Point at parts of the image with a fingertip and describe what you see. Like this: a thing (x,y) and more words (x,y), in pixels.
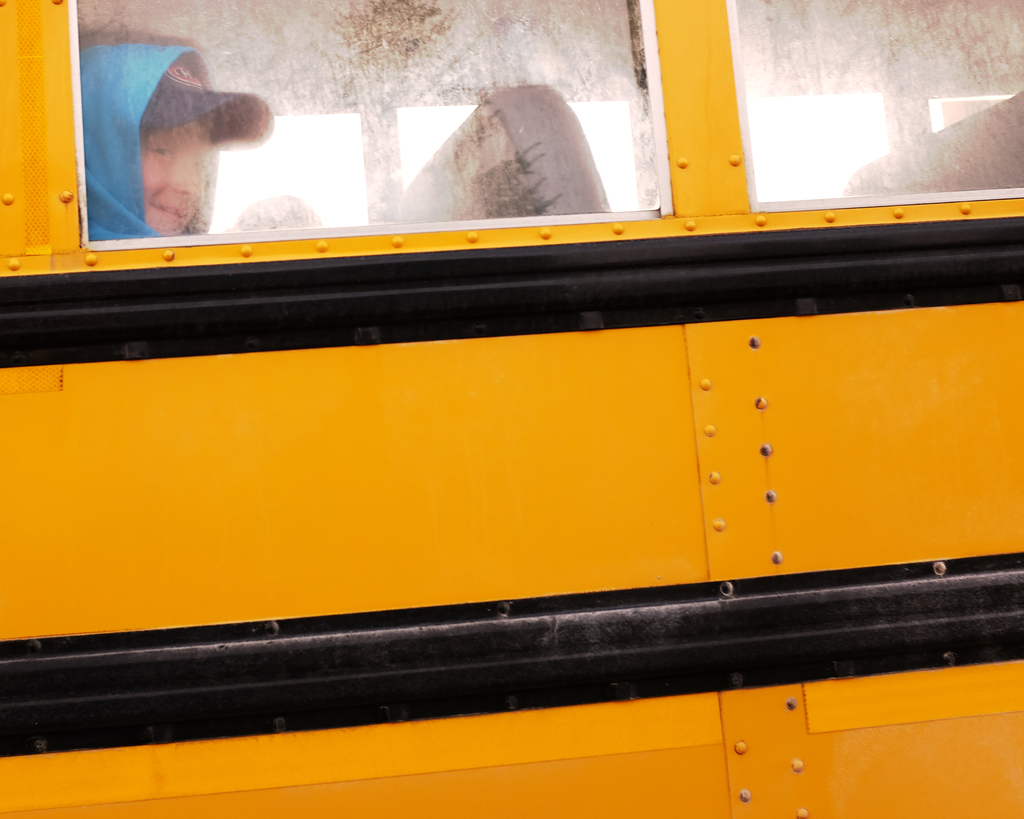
In this image we can see a vehicle (814,512) which is truncated. Through the windows (905,167) we can see a person (243,137) and seats (261,224).
